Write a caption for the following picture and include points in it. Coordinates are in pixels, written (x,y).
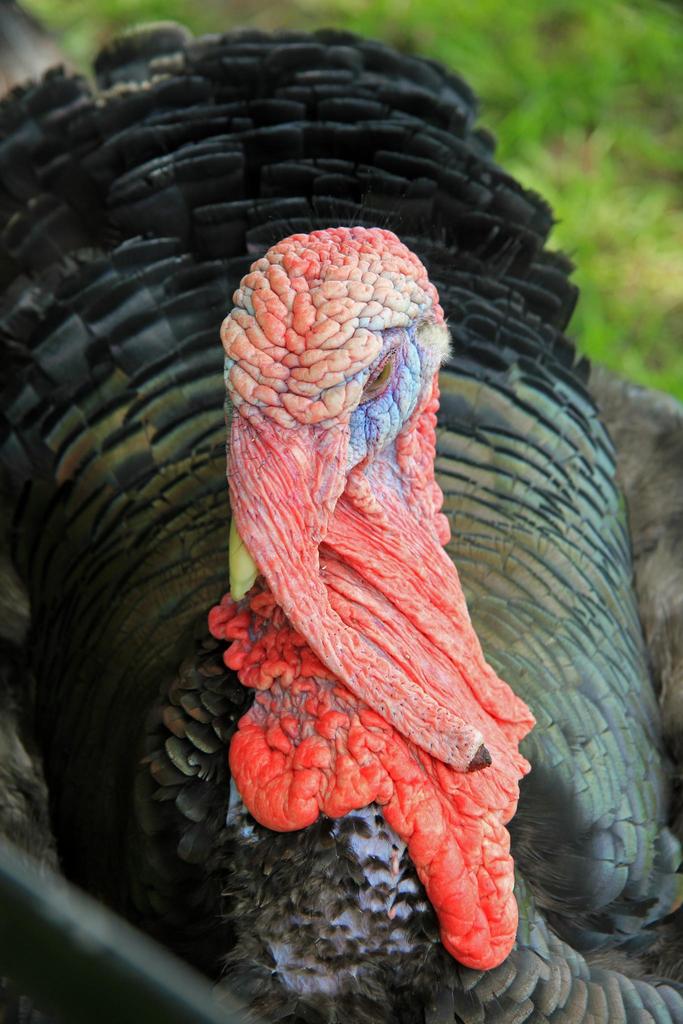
In the foreground of this image (370,744), there is a domestic turkey (281,511) and in the background (586,135), we can see the greenery (585,119).
